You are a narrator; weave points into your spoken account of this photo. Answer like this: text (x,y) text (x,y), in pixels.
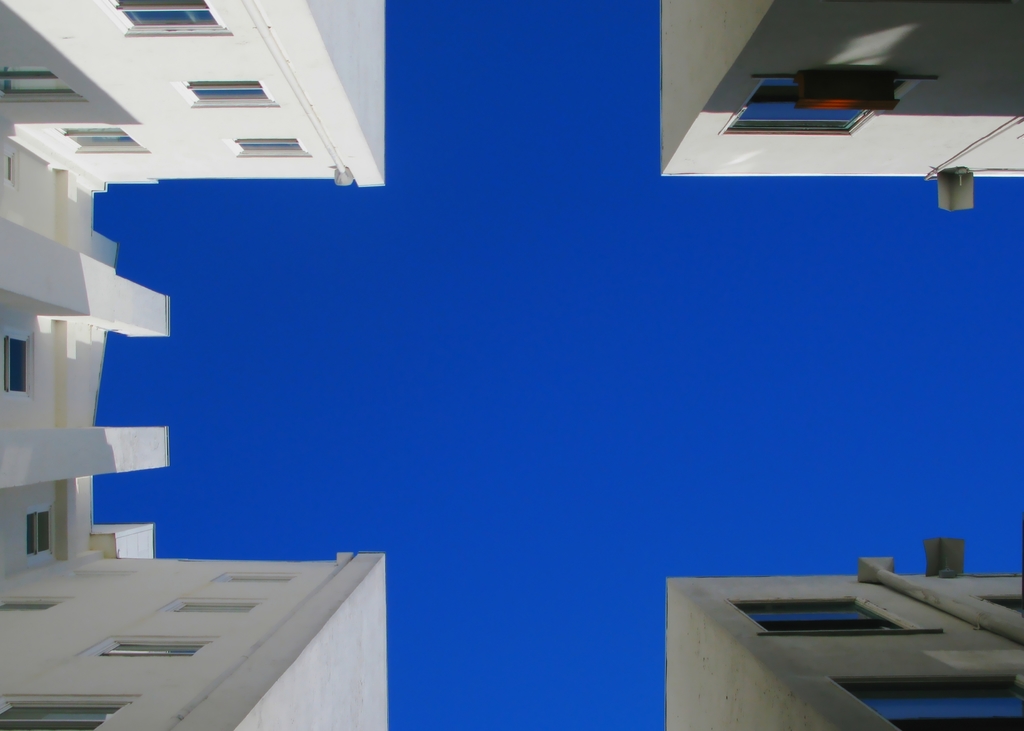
In this image, there is a ground view of buildings (760,598). There is a sky (813,213) in the middle of the image (502,379).
